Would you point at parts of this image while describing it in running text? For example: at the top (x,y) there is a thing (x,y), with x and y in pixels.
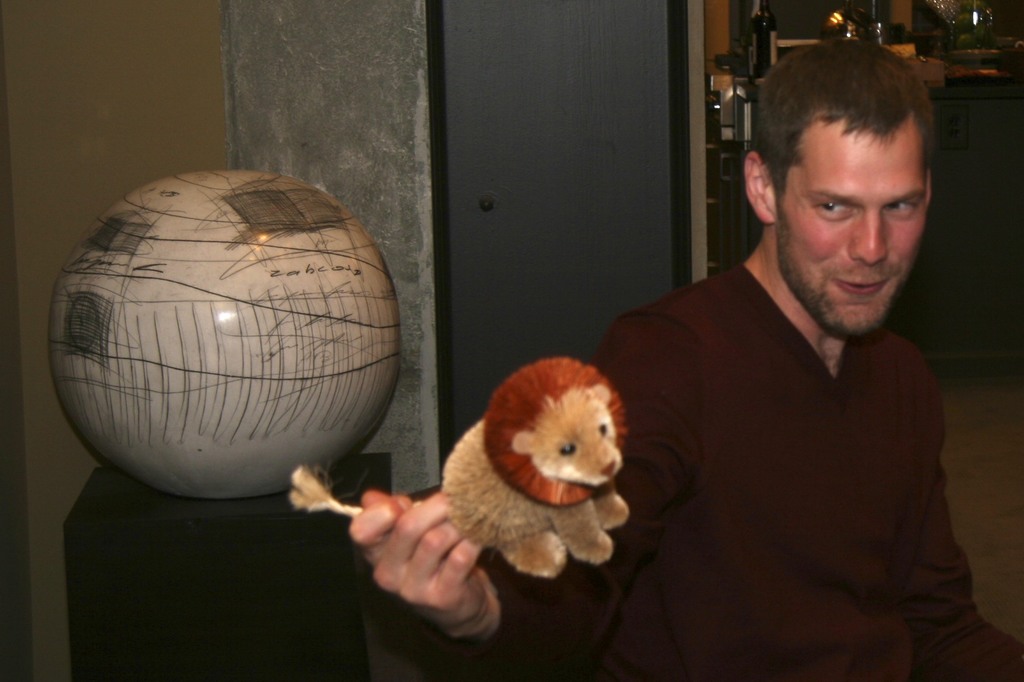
In this picture we can see a man (645,589) holding a toy animal (551,487) with his hand (388,548) and smiling and at the back of him we can see a round object (302,257) on a stand (150,621), wall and in the background (964,38) we can see a bottle (766,39), lights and some objects (955,14).
